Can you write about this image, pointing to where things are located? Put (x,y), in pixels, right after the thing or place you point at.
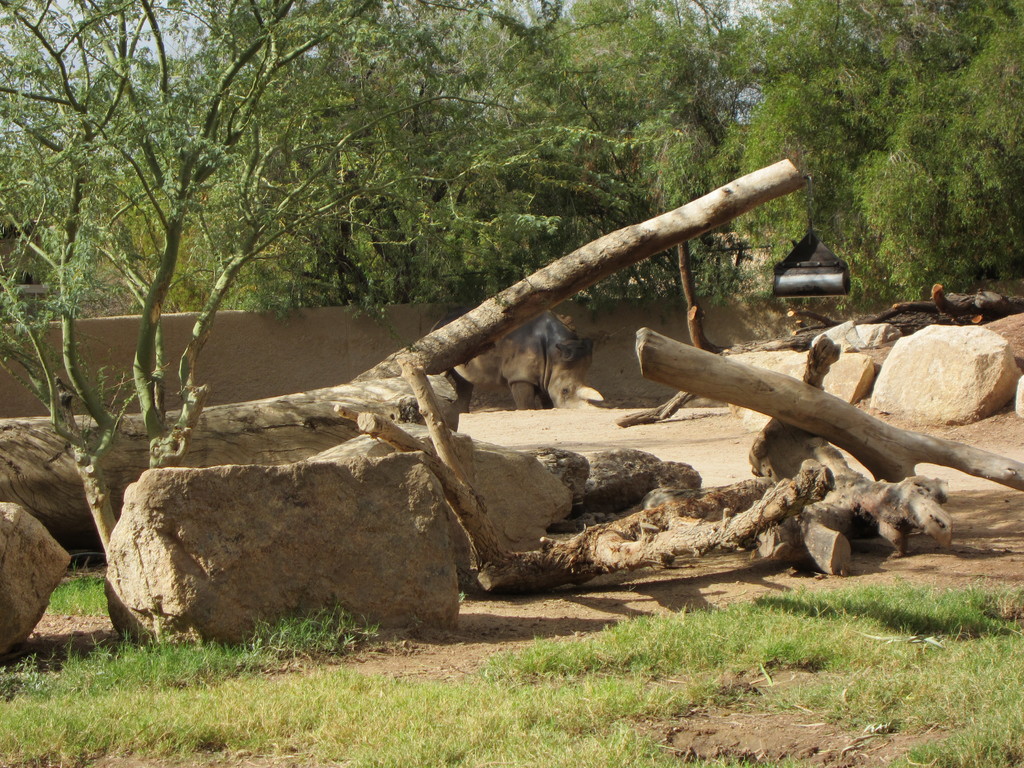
This picture is clicked outside. In the foreground (661,692) we can see the green grass (717,683). In the center (666,505) we can see the wooden objects (928,441). In the background (550,356) there is an animal like thing (531,354) and we can see the trees (226,96) and sky (187,0) and some other objects (661,312).
